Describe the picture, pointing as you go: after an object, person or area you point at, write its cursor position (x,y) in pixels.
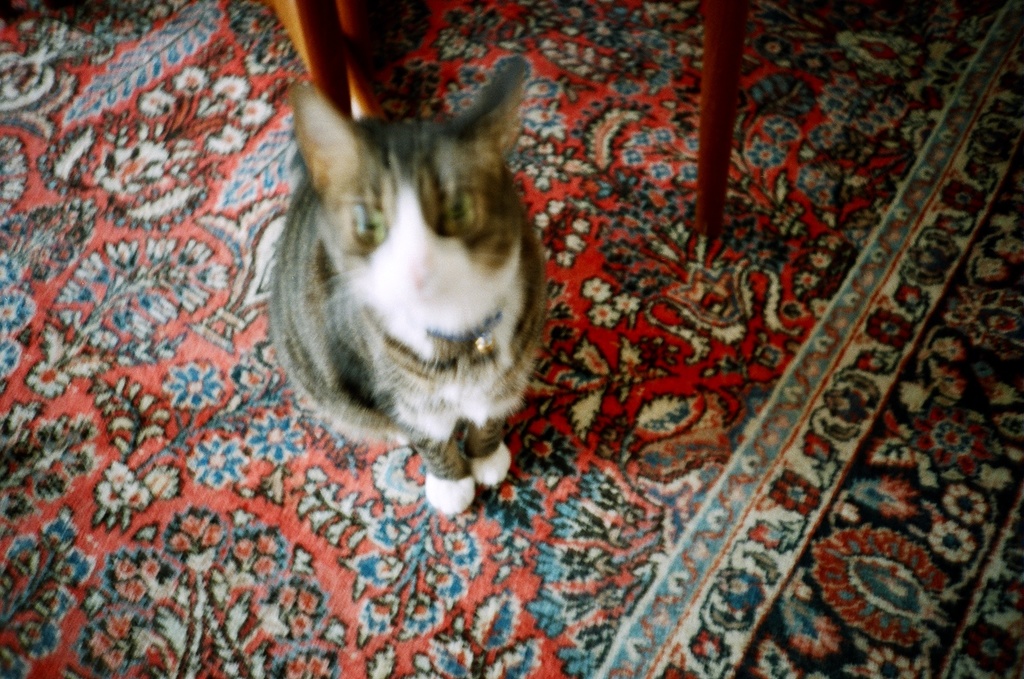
In this image I can see a cat (416,277) which is white, black and grey in color is sitting on the floor mat (591,402). I can see few brown colored objects (711,40) which are made of wood (351,45).
